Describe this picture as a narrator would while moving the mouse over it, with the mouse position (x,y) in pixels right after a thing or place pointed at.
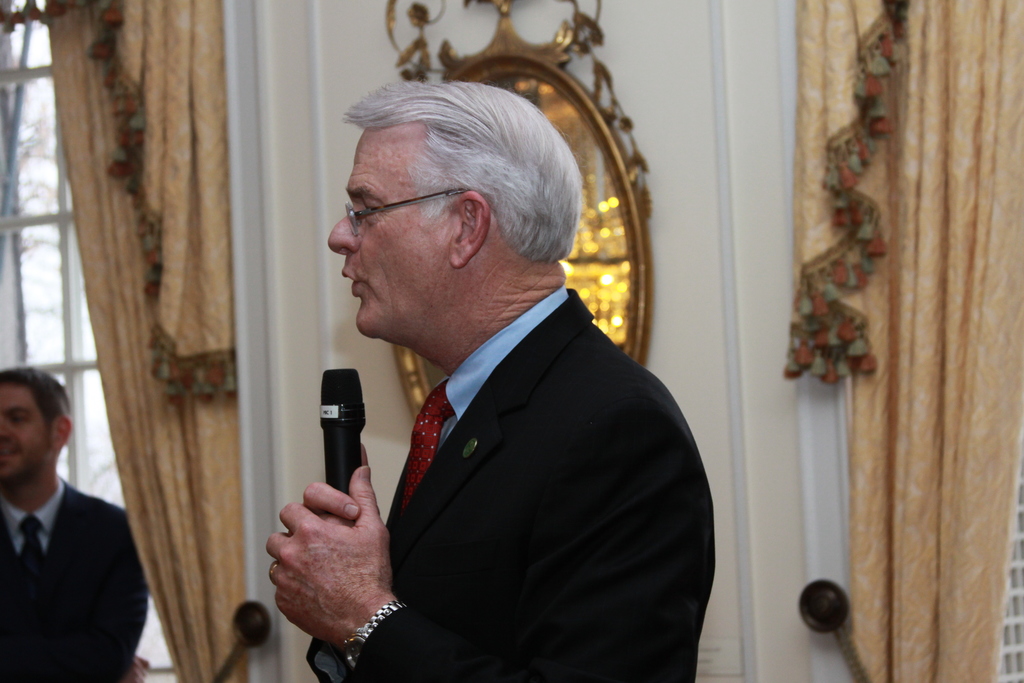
In this image a man (416,256) is talking he is wearing a black suit (536,574) he is holding one mic (340,394). In the background (920,59) on the wall (651,161) there is curtain (870,186). In the left (99,577) another person (114,593) is standing. There is a window (13,97) in the left (32,146).
